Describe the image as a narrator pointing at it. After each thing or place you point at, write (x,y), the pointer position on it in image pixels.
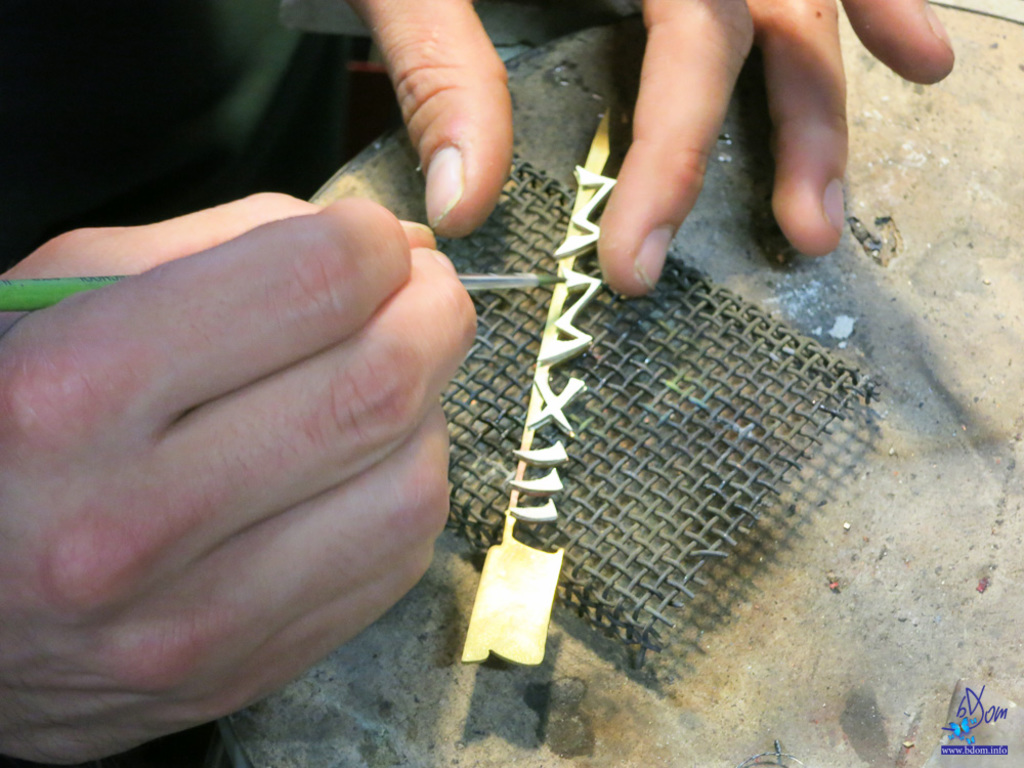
In this image I can see some iron metal (623,535) on the rock (850,586). And there is a person (197,381) holding the pen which is in green color.
